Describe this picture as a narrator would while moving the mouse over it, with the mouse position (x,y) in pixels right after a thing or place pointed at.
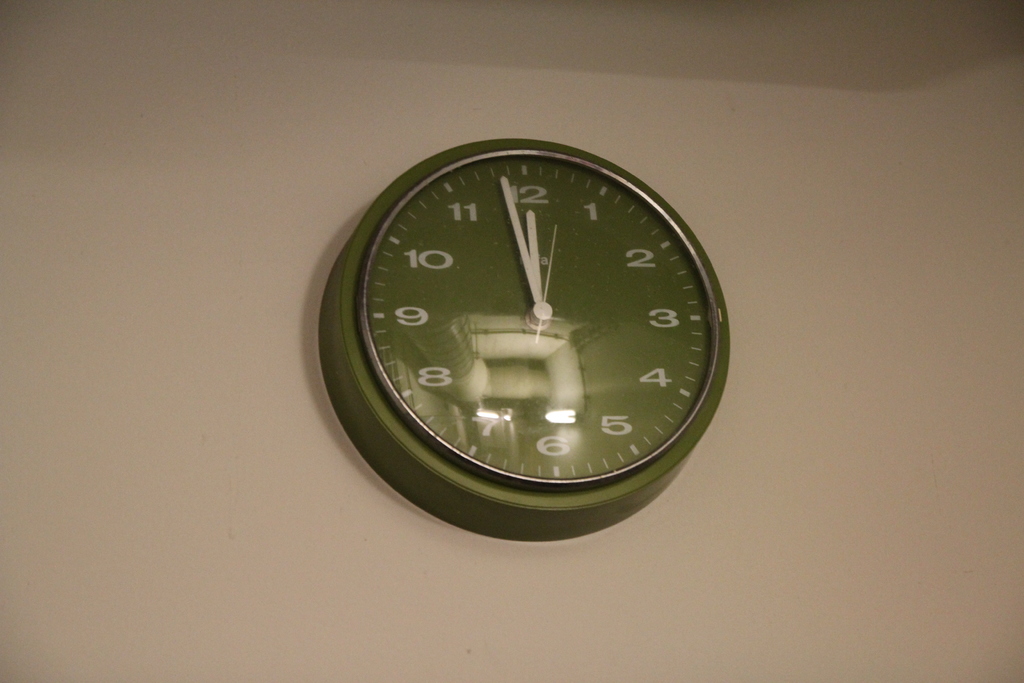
In the center of the picture (386,373) there is a clock (422,352) on the wall (660,498). The wall (385,549) is painted in brown color.
